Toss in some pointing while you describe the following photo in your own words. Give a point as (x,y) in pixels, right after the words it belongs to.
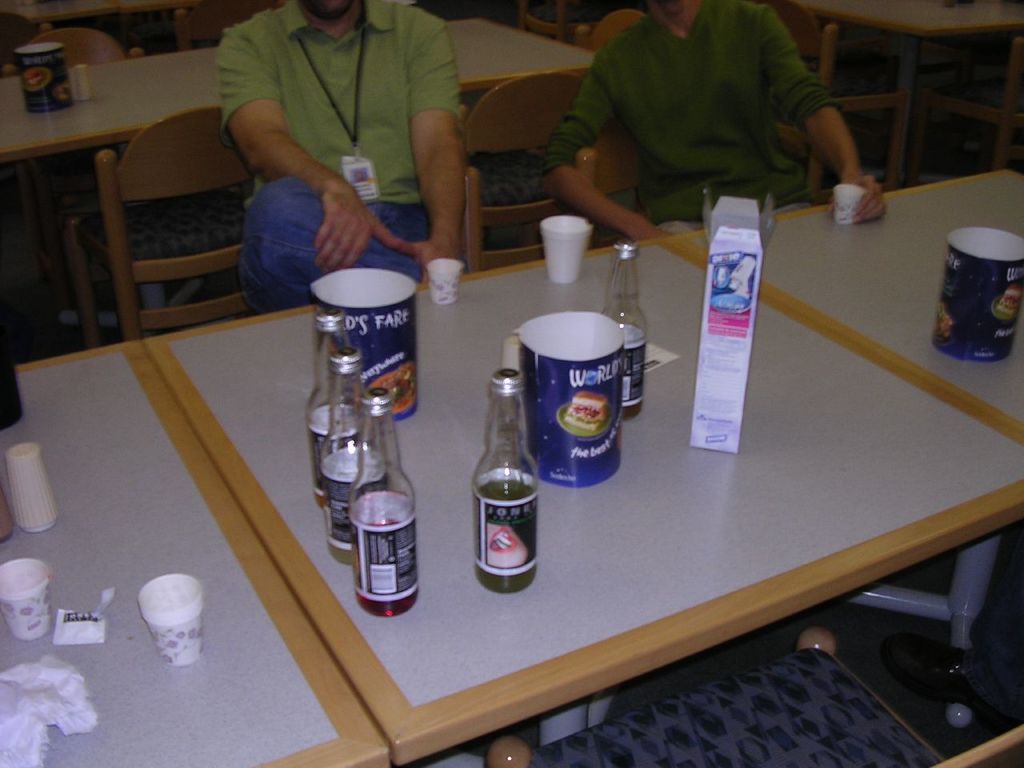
This image is taken inside a room (8,273). In this image two men (313,99) are sitting on the chairs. In the middle of the image (679,447) there is a table (663,424) with few bottles (511,452) and cups (184,575) on it. In the background (96,70) there are few empty chairs (88,54) and tables (548,47).
